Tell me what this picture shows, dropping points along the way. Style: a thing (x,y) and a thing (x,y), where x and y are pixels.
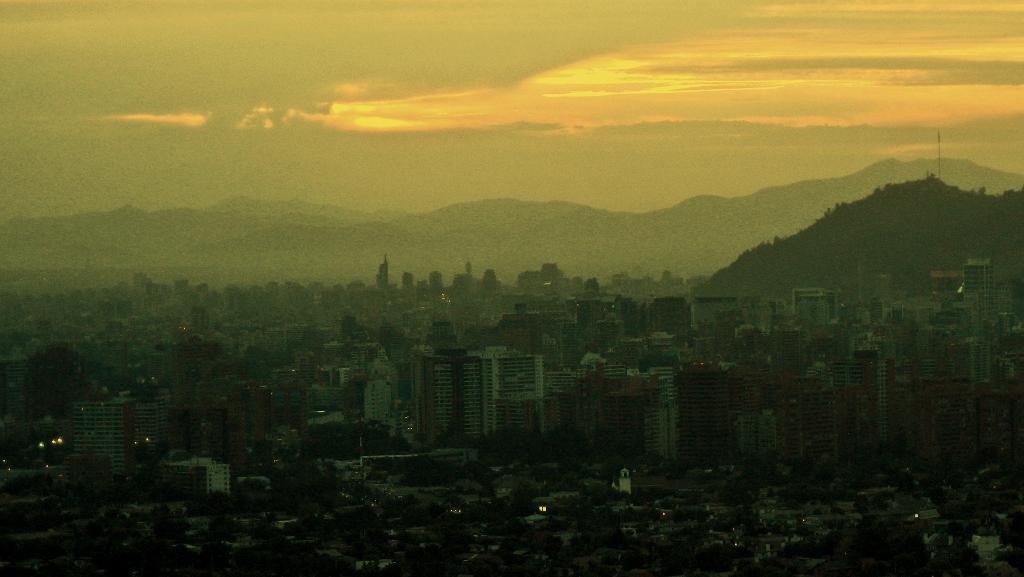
In this image we can see some buildings (252,437), trees (10,510) and mountains (603,232), in the background (651,142), we can see the sky (681,154) with clouds (928,27).
